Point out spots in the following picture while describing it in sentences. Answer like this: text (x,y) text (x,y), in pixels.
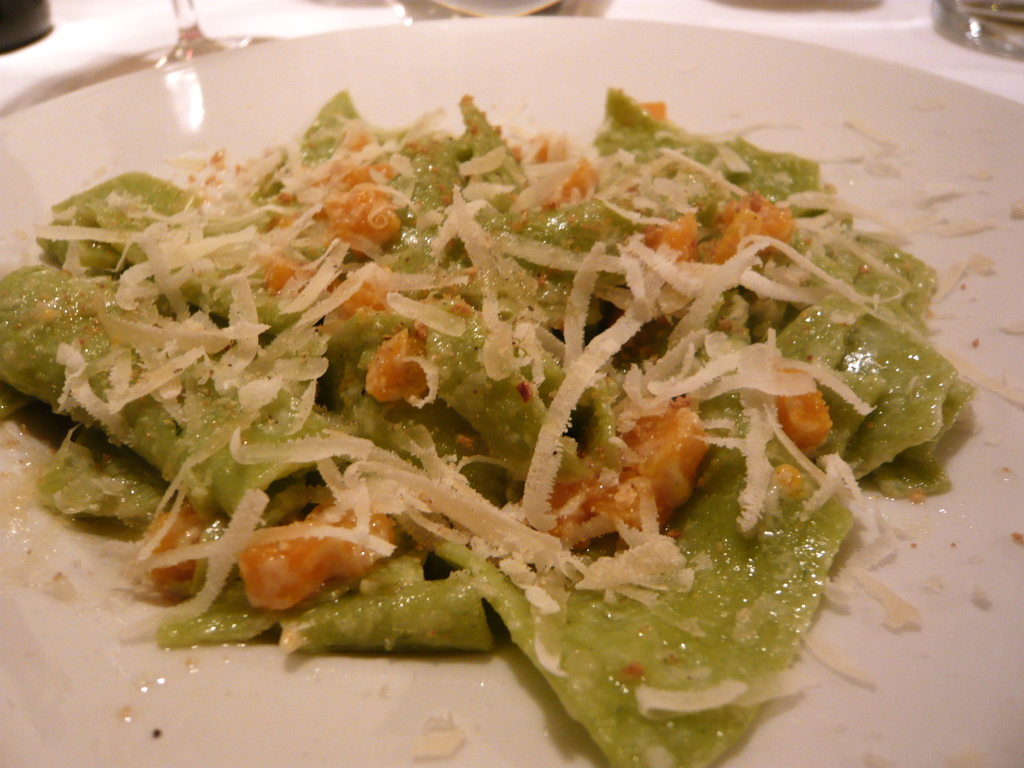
In this image I can see a plate (523,74) in which food items (526,395) are kept, glass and so on may be kept on a table (24,53). This image is taken may be in a restaurant.
